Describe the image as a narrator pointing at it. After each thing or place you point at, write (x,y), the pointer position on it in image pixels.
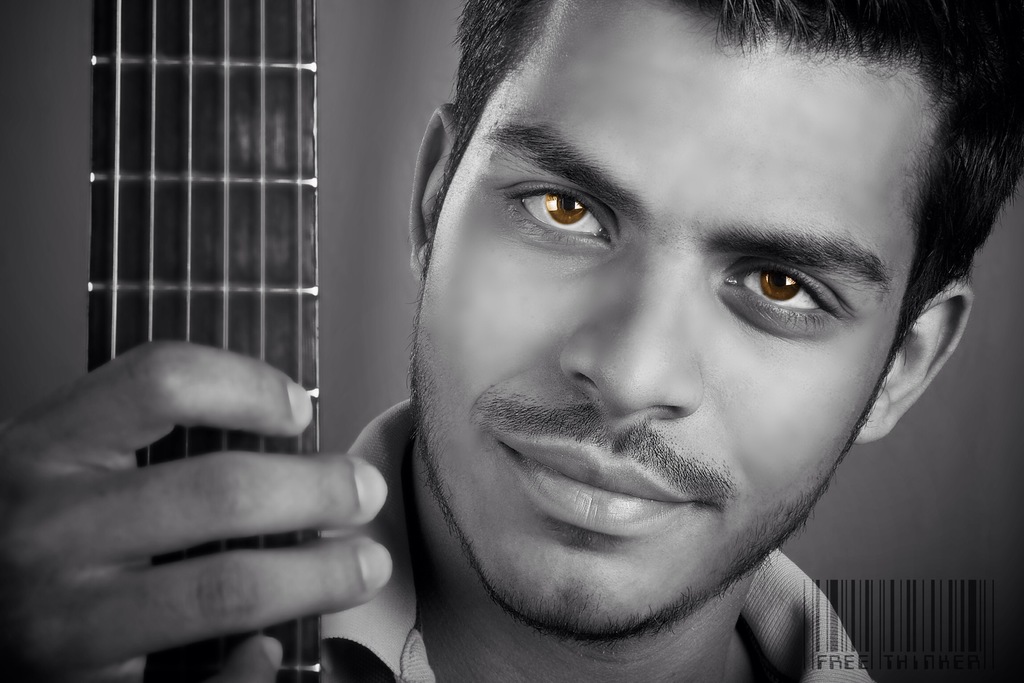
In the image, a man (551,383) is holding a guitar (243,547) in his hand (294,552), his eyes (596,236) are of brown color, in the background (370,217) there is a wall (355,188).
